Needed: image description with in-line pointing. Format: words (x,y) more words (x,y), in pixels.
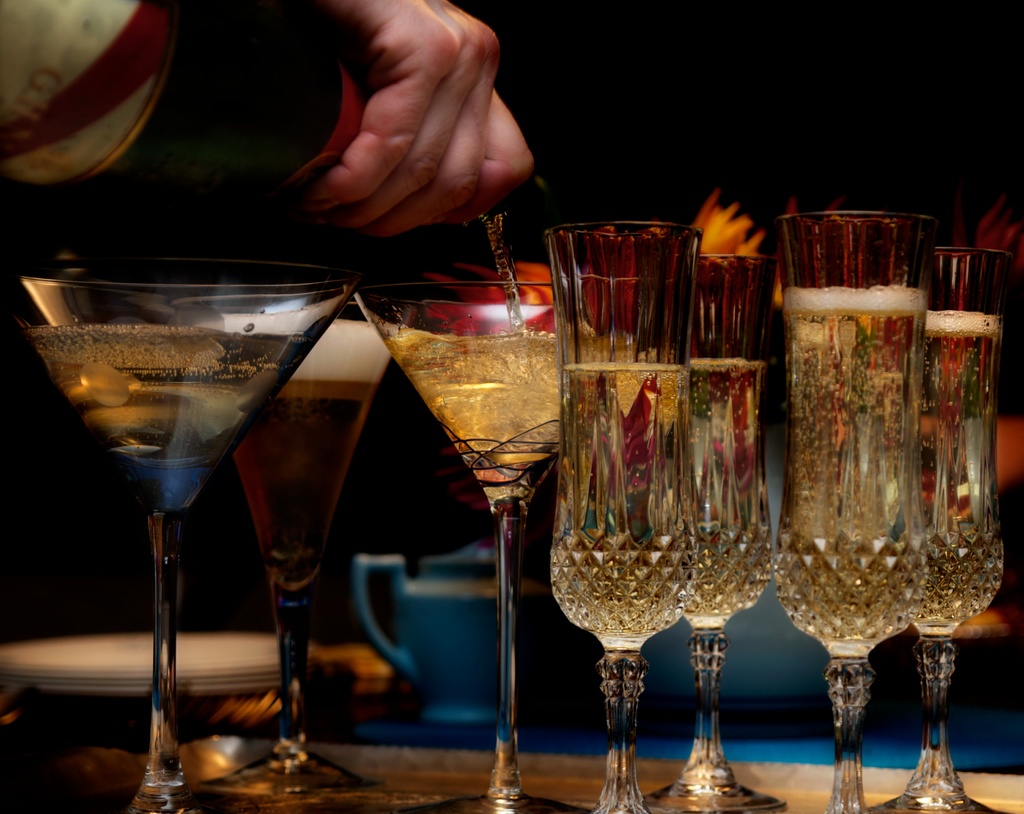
In this image we can see some glasses (541,452) and a person's hand (411,168) who is holding wine bottle (243,97) and the glasses (859,656) are on the table (20,709).
